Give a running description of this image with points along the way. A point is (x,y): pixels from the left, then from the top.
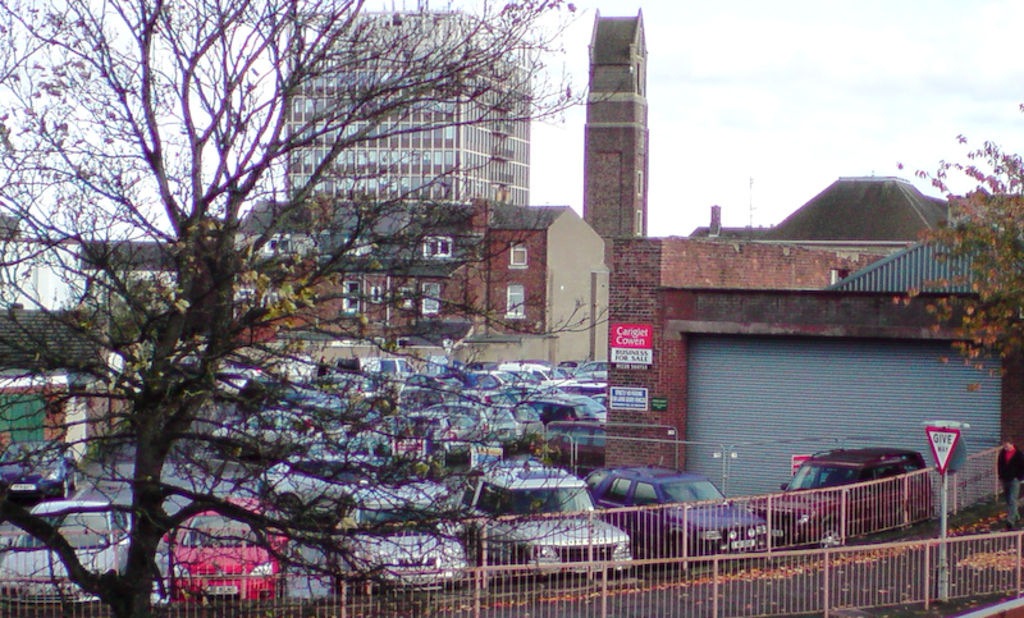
In this image I can see the railing (725,564), a pole (945,593) and board (947,446) to it, few trees (238,460), few vehicles (475,423) on the ground (612,579) and few buildings (708,315). In the background (807,49) I can see the sky (878,33).
